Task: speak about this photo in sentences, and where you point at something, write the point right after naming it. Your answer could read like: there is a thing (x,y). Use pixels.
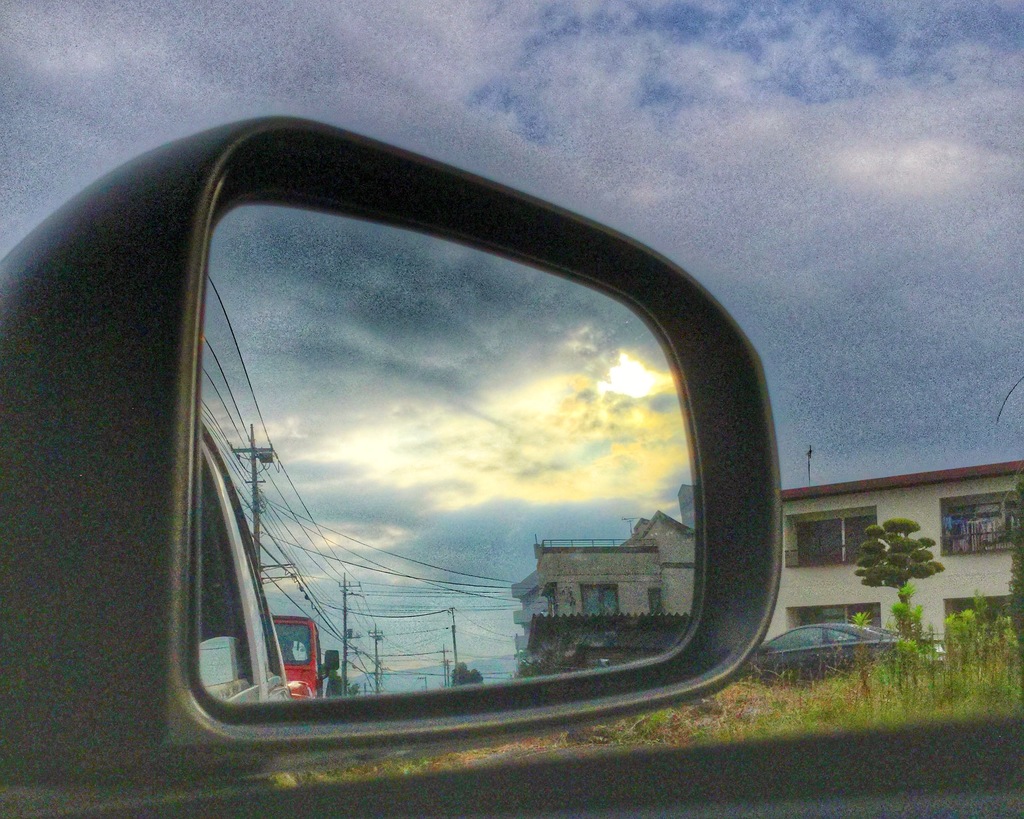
In this image we can see a house (940,594), windows (963,507), plants (923,655), trees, there are reflection (424,509) of houses (625,567), vehicles (223,581), poles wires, and the sky (364,472) in the side mirror (331,461) of a vehicle (145,541).
